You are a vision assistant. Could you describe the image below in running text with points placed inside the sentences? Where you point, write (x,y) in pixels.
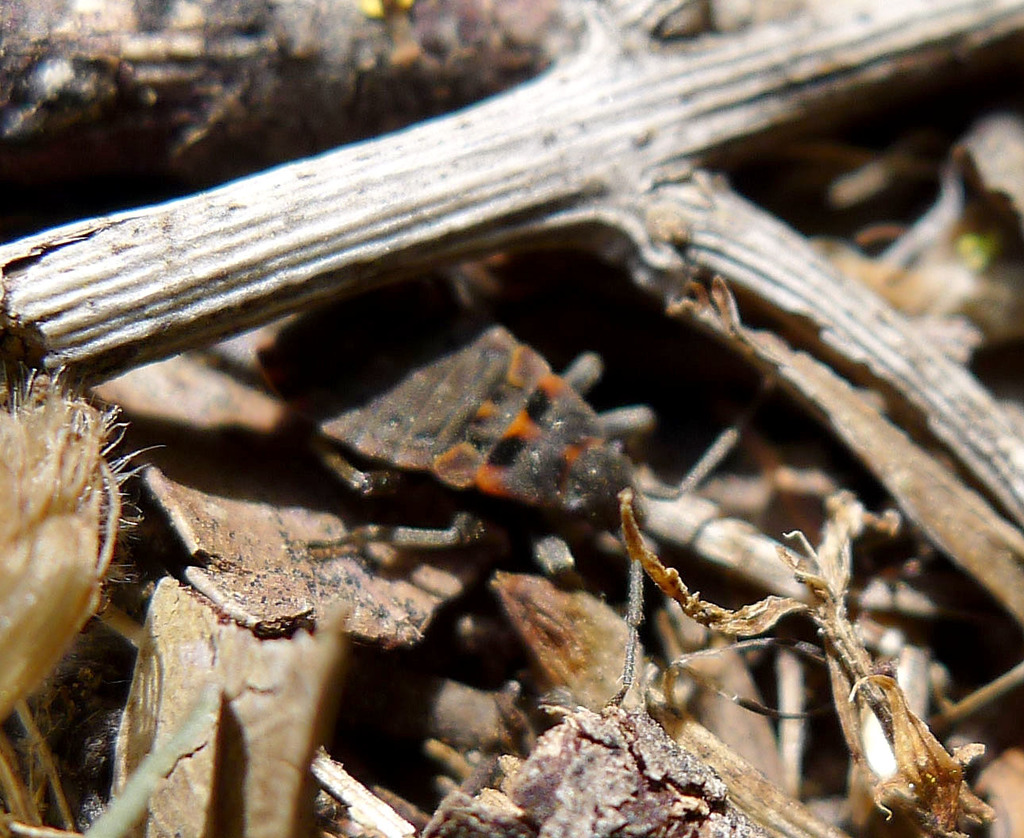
In this picture we can see an insect (363,471), wooden sticks (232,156) and some objects (84,437).
